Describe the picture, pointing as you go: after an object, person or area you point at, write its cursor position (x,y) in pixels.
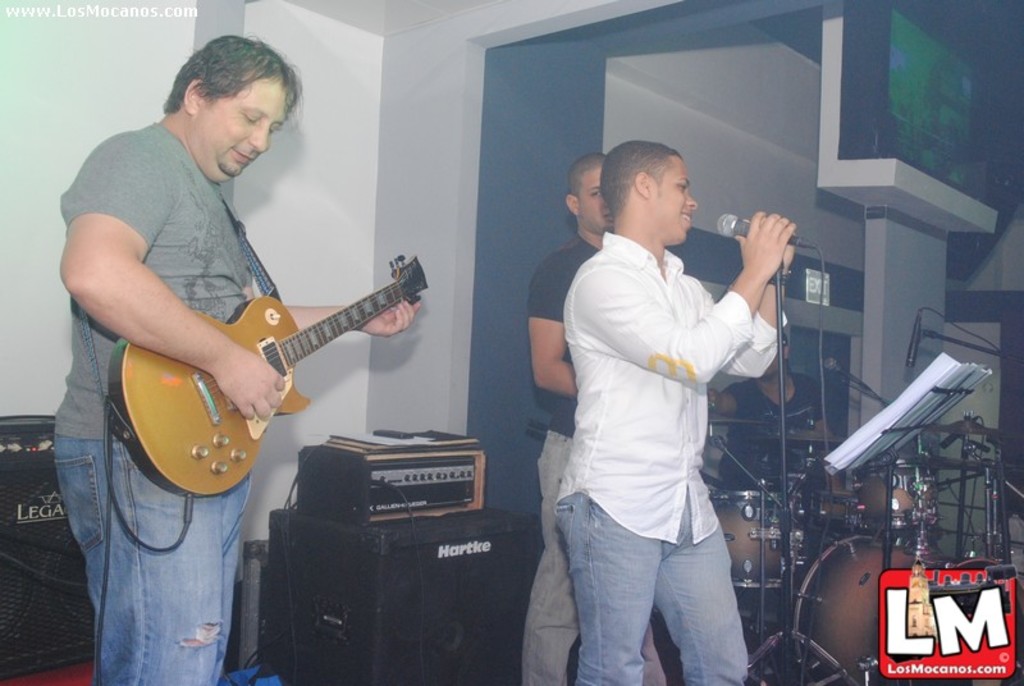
The picture consists of a guy (217,362) playing a guitar (239,417) and in front of him there is another guy (659,361) with white shirt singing on mic (728,235) and backside there a guy (800,434) playing guitar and its all seems to be a band (793,382). there are many music equipments (412,541) near the wall (358,139).
